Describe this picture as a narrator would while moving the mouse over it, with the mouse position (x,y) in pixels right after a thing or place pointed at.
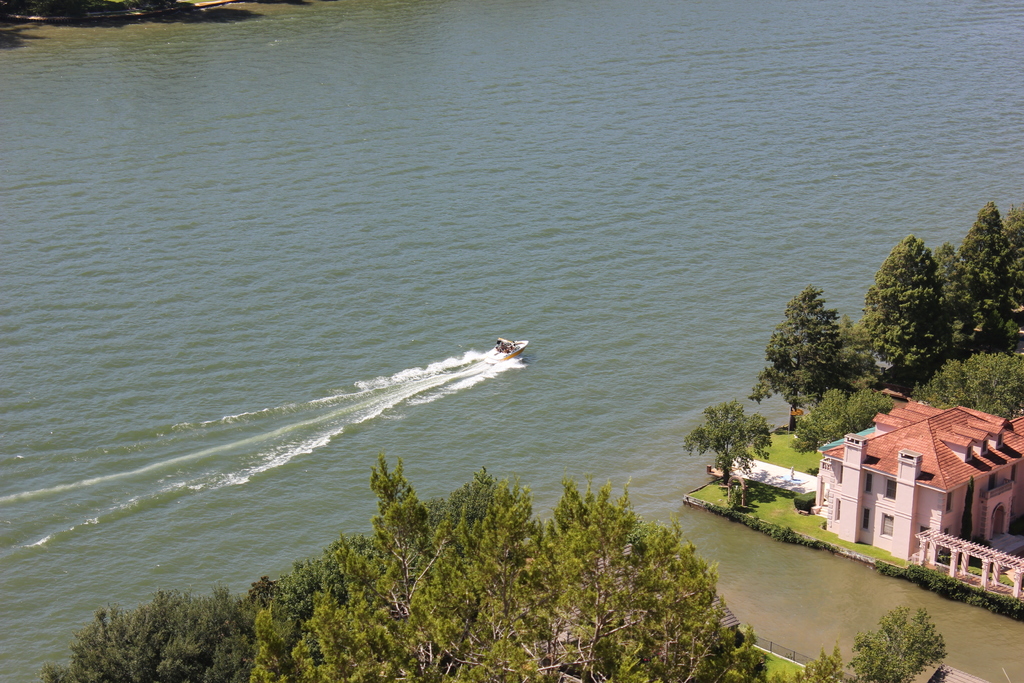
This is an aerial view of an image where I can see trees (492,514), houses (875,503), grass (753,508) and a boat (504,358) is floating on the water (404,331).
